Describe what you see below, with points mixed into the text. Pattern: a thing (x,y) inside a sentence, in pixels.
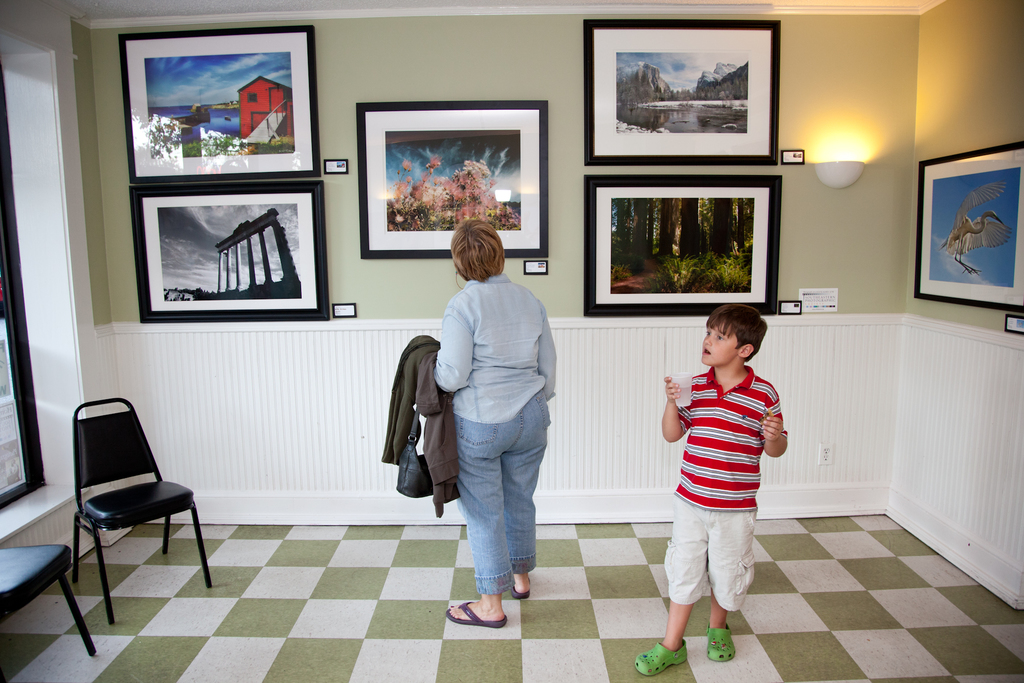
In this image in the center (483,314) there is one woman (483,386) who is standing and she is holding some clothes (406,438) and one bag (416,467), beside that woman (504,387) there is one boy (698,435) who is holding a glass (681,395). On the left side (18,576) there are two chairs (13,558) and on background (99,77) there is a wall (899,148) and on the wall (101,81) there are some photo frames (448,182) and one light (834,170) is there and on the bottom of the left corner (16,480) there is one glass window (12,441).
